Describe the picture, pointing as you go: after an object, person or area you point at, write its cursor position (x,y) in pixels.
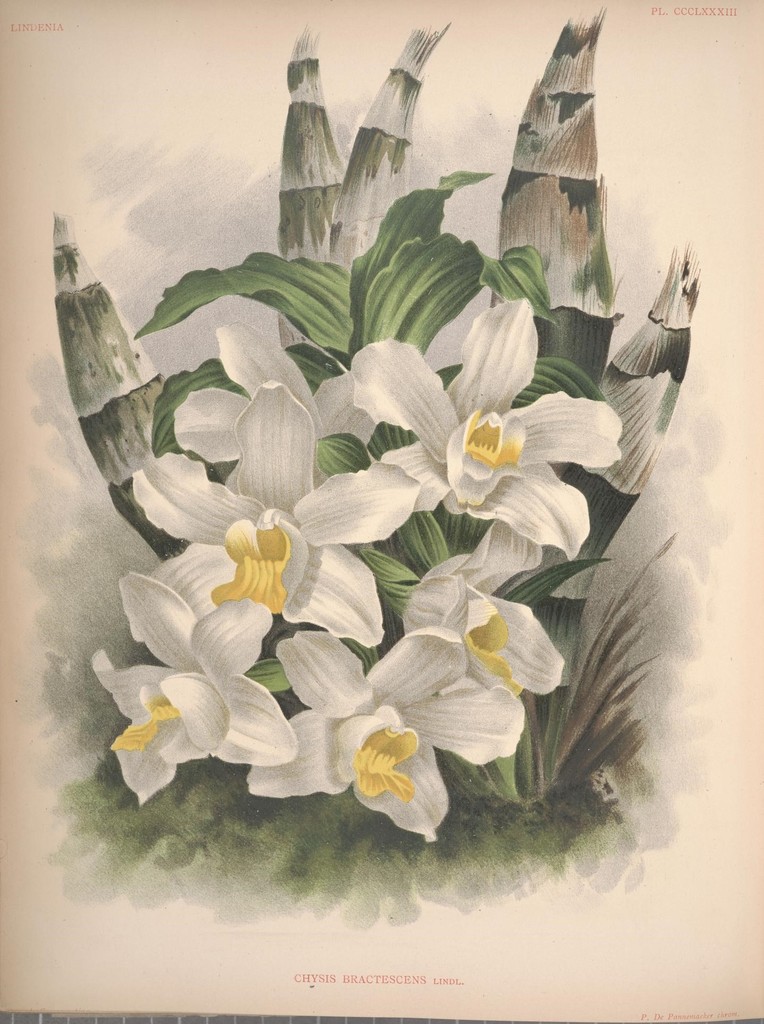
This is a picture of a painting (279,719). We can see white flowers (465,558) and a plant (272,674). At the bottom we can see a watermark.
